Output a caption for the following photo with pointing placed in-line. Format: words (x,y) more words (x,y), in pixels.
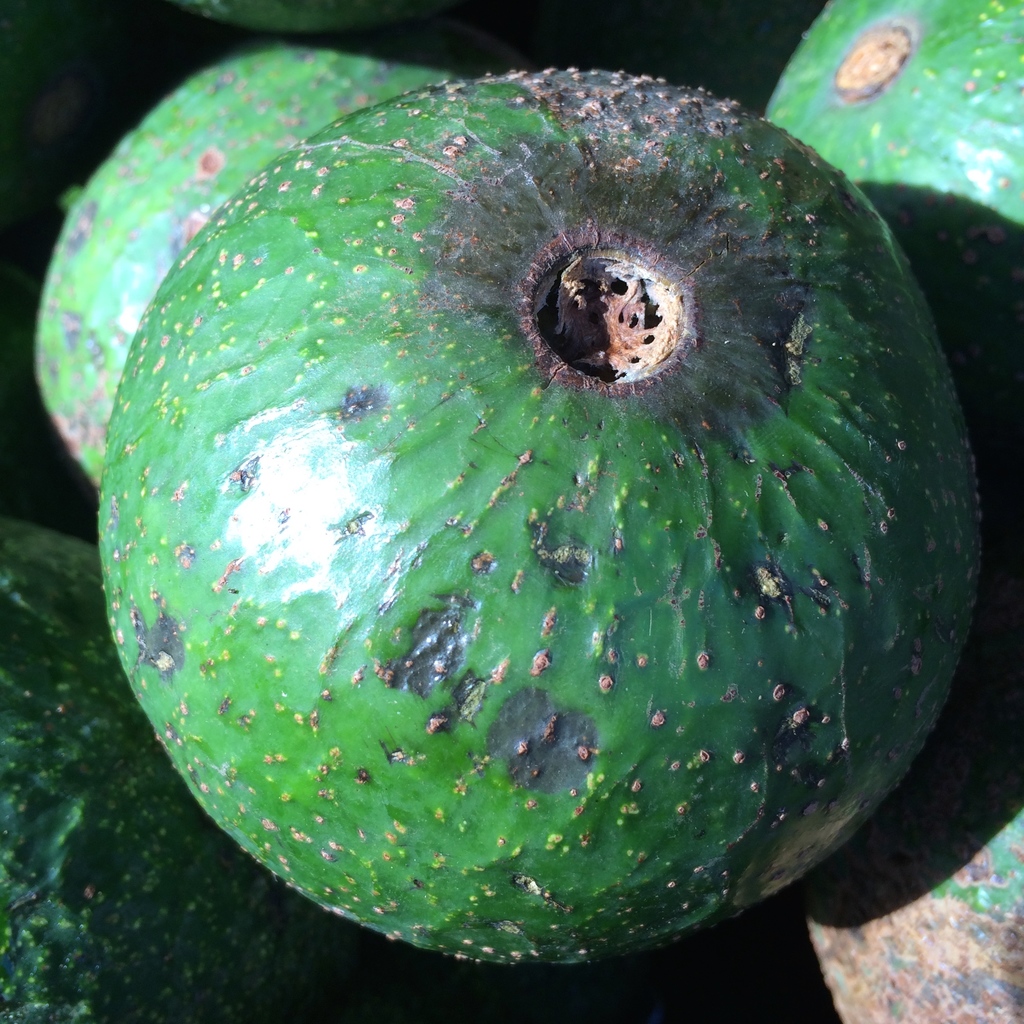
In the center of this picture (401,539) we can see the green color objects (738,299) which seems to be the fruits (474,647).
